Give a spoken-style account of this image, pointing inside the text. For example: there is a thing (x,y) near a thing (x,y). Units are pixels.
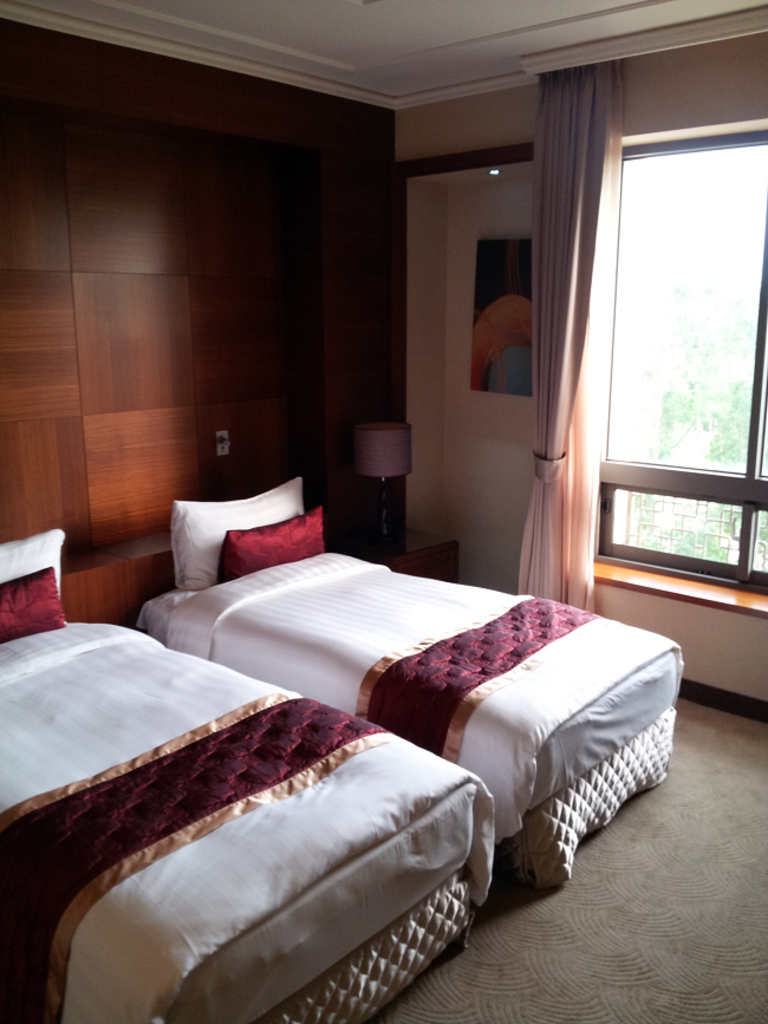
This picture is clicked inside the room (388,809). In this picture, we see two beds (402,687). We see the pillows (4,549) and the blankets (228,641) in white and maroon color. Behind that, we see the wooden wall (167,339). Beside that, we see a lamp (359,459). On the right side (650,410), we see the windows (650,438) from which we can see the trees (712,514). Beside that, we see the curtains (584,450) and a wall (454,360) on which a photo frame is placed. At the bottom (646,980), we see a grey color carpet (608,903). At the top (407,74), we see the ceiling (336,74) of the room (273,4).
